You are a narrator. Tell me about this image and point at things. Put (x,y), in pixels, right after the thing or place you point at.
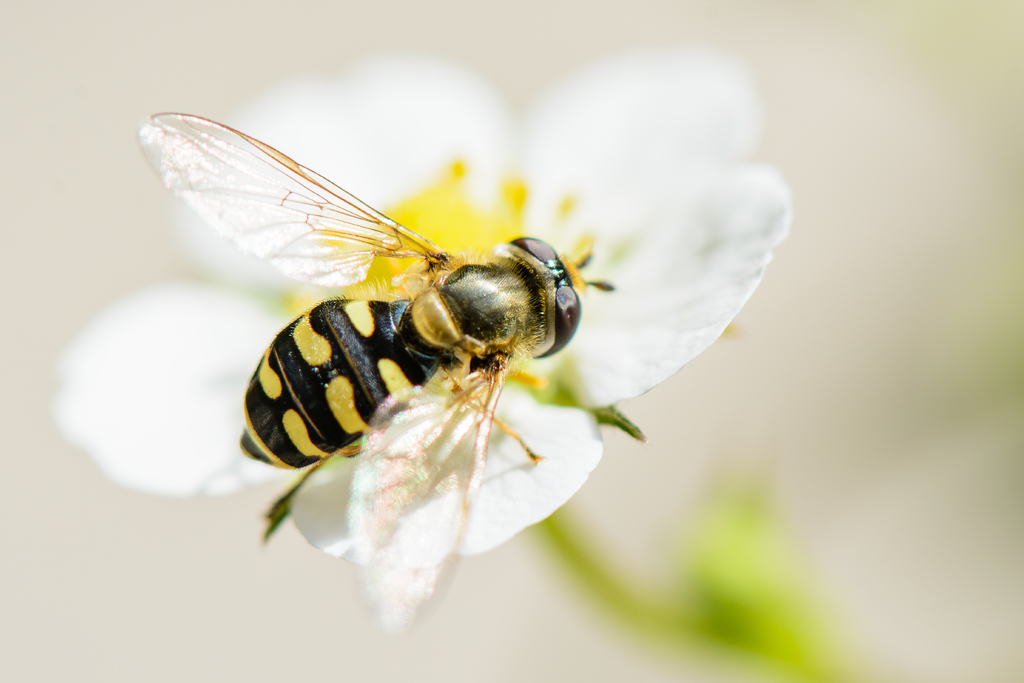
In this image we can see a fly (461,325) on the flower (509,386).
